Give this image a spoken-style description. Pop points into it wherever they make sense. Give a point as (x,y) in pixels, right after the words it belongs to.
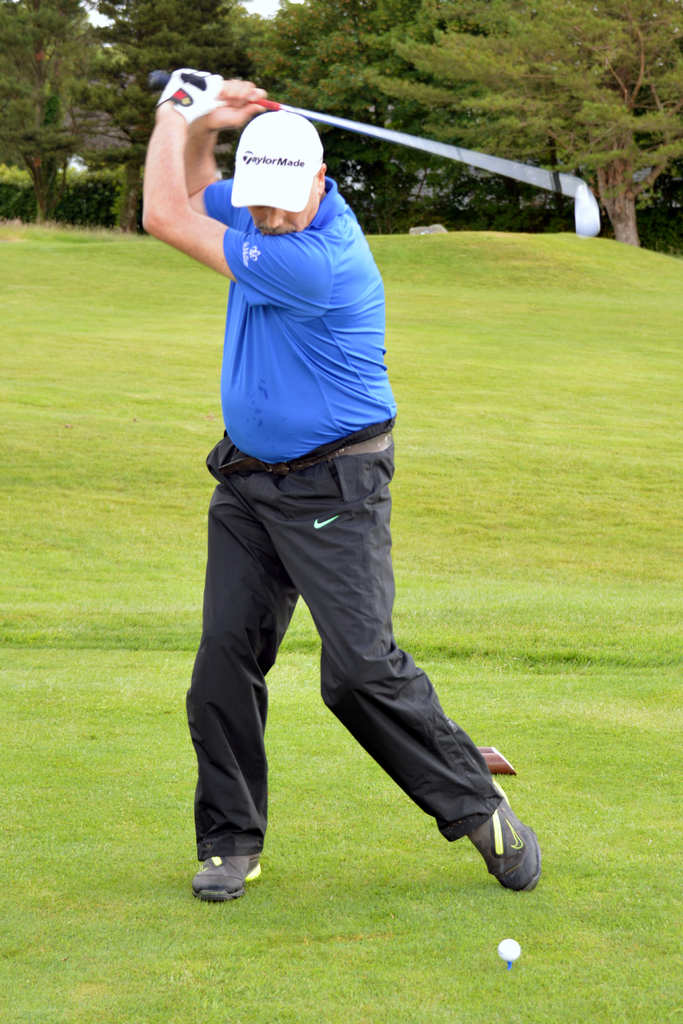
In the image we can see a man (287,598) standing, wearing clothes (281,381), cap (302,149), shoes (249,855) and a glove (195,98). There is a golf stick (483,161) and golf ball (507,951), grass (426,961) and there are many trees (395,53).
